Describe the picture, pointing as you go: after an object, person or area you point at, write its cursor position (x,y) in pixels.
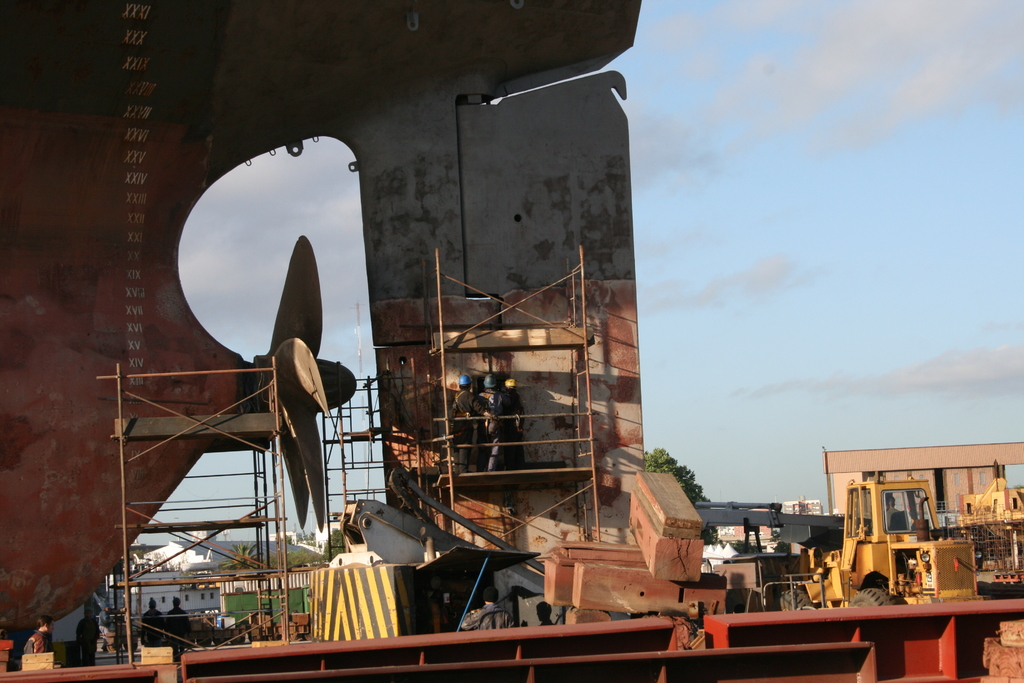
In this image I can see the ship (154,237). To the side of the ship (142,245) I can see few people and many wooden objects (552,570). To the right (843,574) I can see the vehicle (864,572) which is in yellow color. In the background (804,485) I can see houses (840,473), clouds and the sky (664,291).
